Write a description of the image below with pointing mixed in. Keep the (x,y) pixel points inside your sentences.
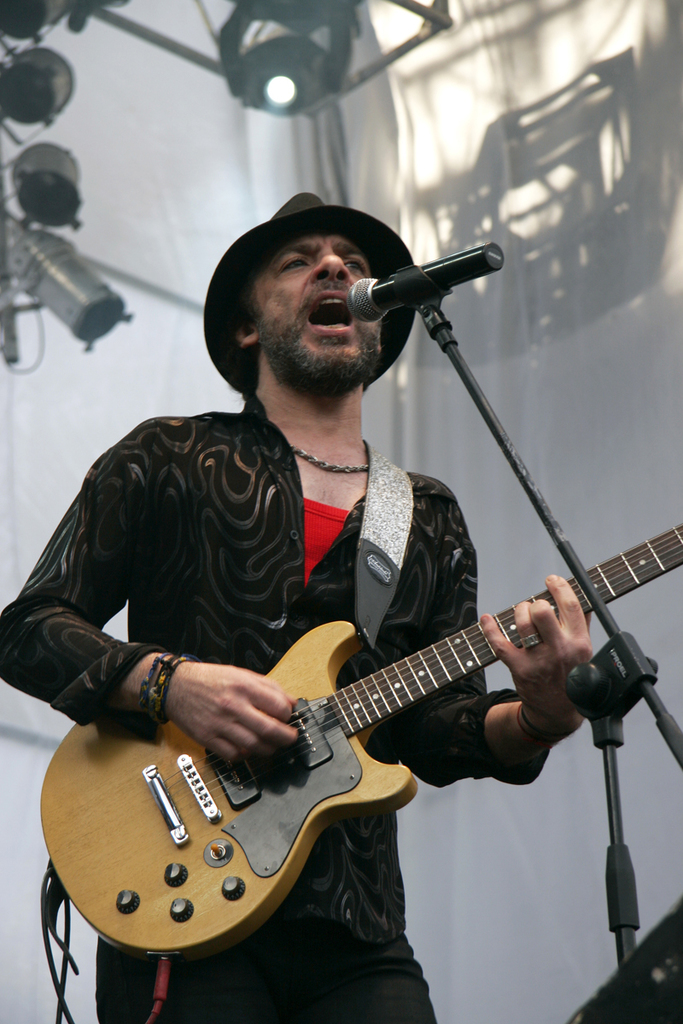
In this picture we can see man (530,683) holding guitar (160,726) in his hand (510,646) and playing it and singing on mic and in background (486,178) we can see cloth (350,150), lights (295,31).
